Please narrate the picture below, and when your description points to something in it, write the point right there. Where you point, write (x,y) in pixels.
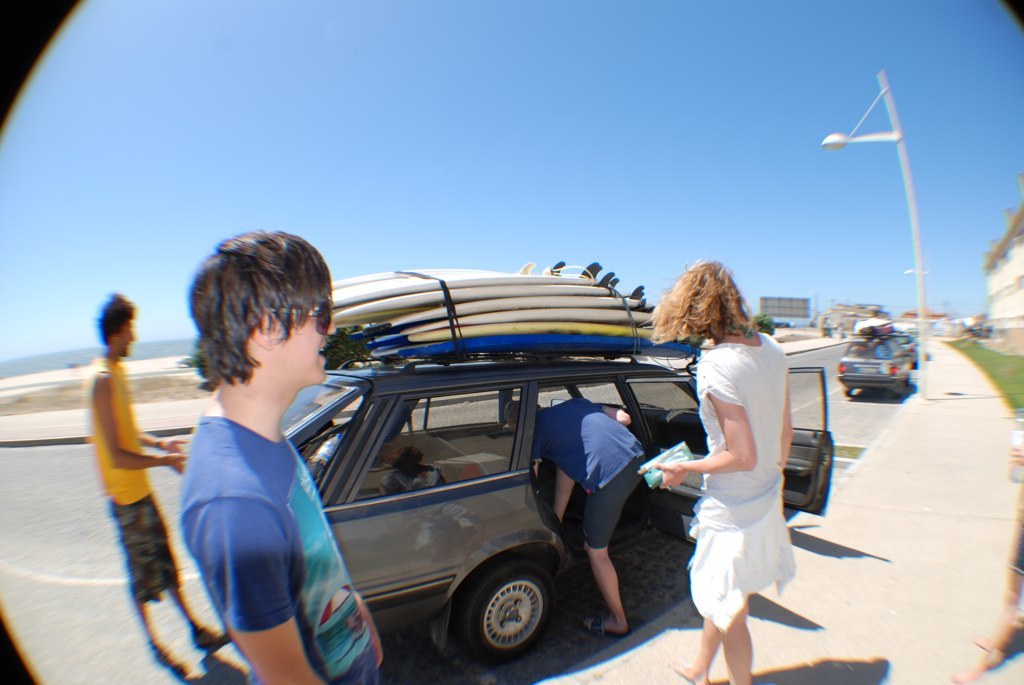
This picture is taken with a fisheye lens. In the image there are cars (504,530) parked on the road (897,393). The car (456,551) that is in center (502,313), there things (465,308) placed on the roof rack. There are few people (235,535) around the car (664,500). There is a street light (858,139) in the image. In the background (998,286) there is a building (998,299), grass (1005,364), walkway (942,351), hoarding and sky (568,161).
